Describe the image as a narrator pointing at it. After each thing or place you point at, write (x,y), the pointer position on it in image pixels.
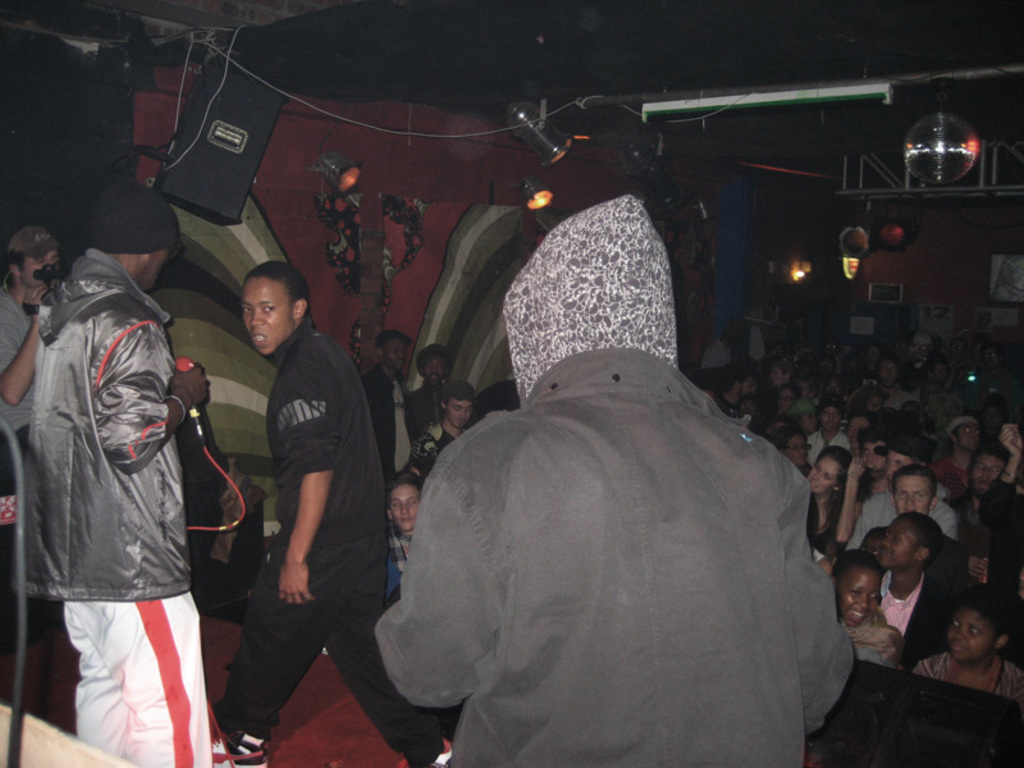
In a given image I can see a people (600,300), lights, mike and some other objects (55,765).
